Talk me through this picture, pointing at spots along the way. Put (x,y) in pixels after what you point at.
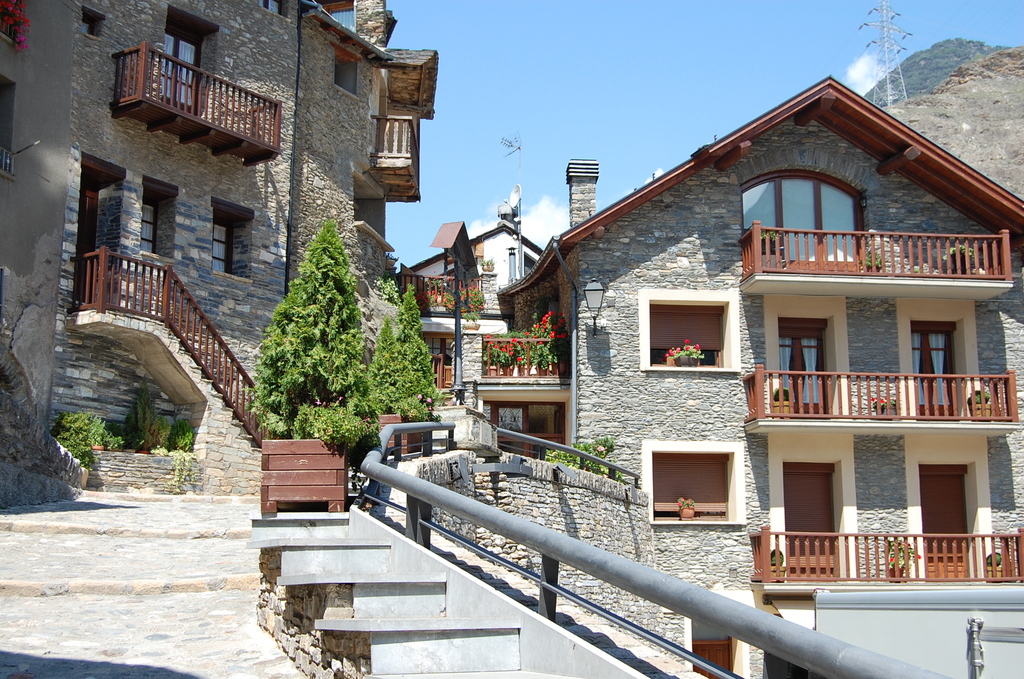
In this picture I can see there are stairs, plants (584,449), buildings (627,451) with windows (800,363), tower (898,30) and a mountain (932,86) at right side (949,94), it is covered with trees (963,54) and the sky (642,81) is clear.
